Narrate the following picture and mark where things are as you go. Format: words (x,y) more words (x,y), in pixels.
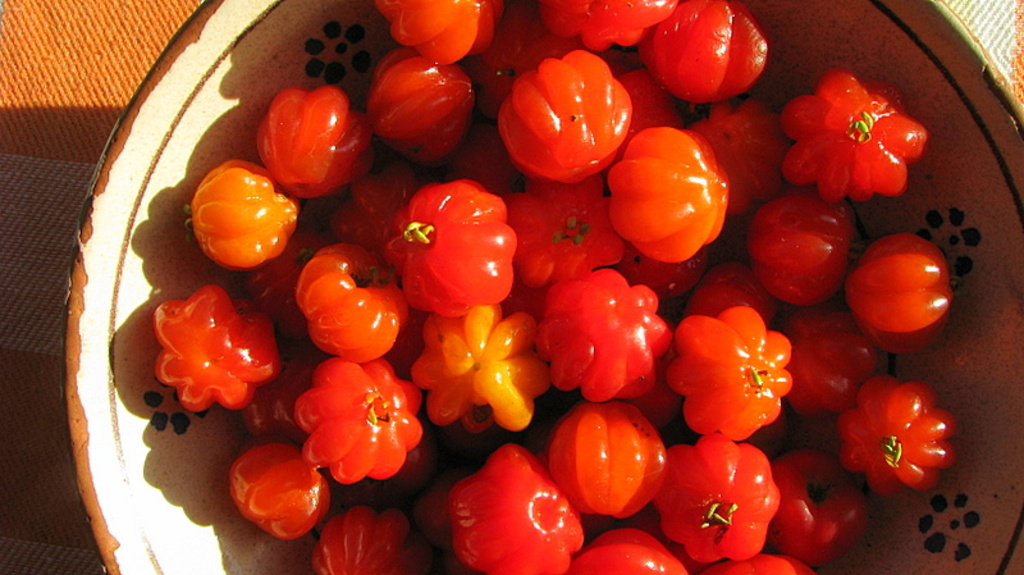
In the foreground of this image (657,182), there are fruits (427,431) in a bowl (168,418) which is on a cloth (75,83).
